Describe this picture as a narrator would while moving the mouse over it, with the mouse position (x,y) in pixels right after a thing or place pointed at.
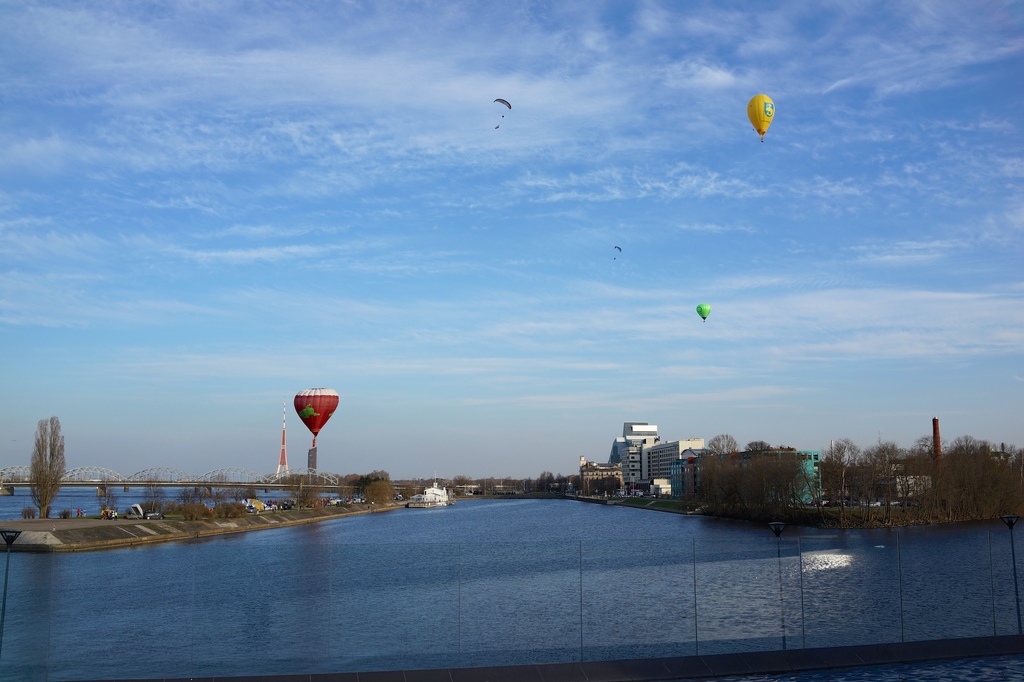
In the image we can see there is a sea (451,555) and there are air balloons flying in the sky (709,234). Behind there are trees (937,503) and there are buildings (622,470). There is a bridge (16,483) and there is a cloudy sky (413,270).
